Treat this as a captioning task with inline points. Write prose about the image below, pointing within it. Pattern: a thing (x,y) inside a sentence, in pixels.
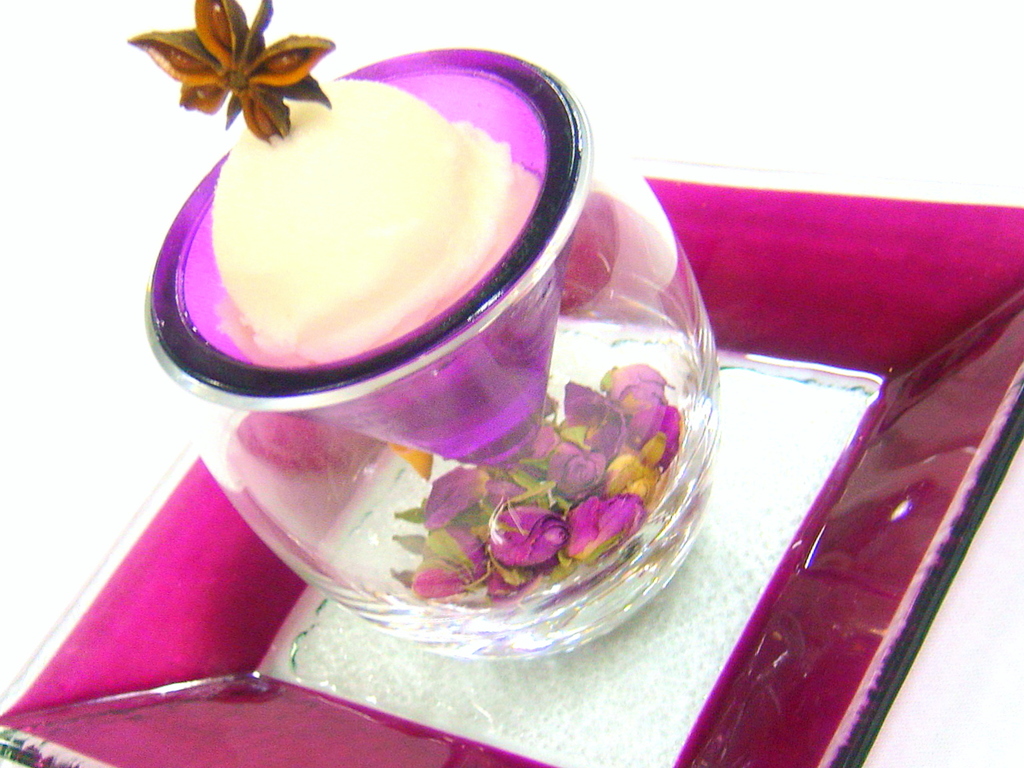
This image consists of a glass (221,466). There is some eatable (348,303) in that glass (520,257). There are flowers (629,426) at the bottom (440,536). It is kept on a plate (136,553).
